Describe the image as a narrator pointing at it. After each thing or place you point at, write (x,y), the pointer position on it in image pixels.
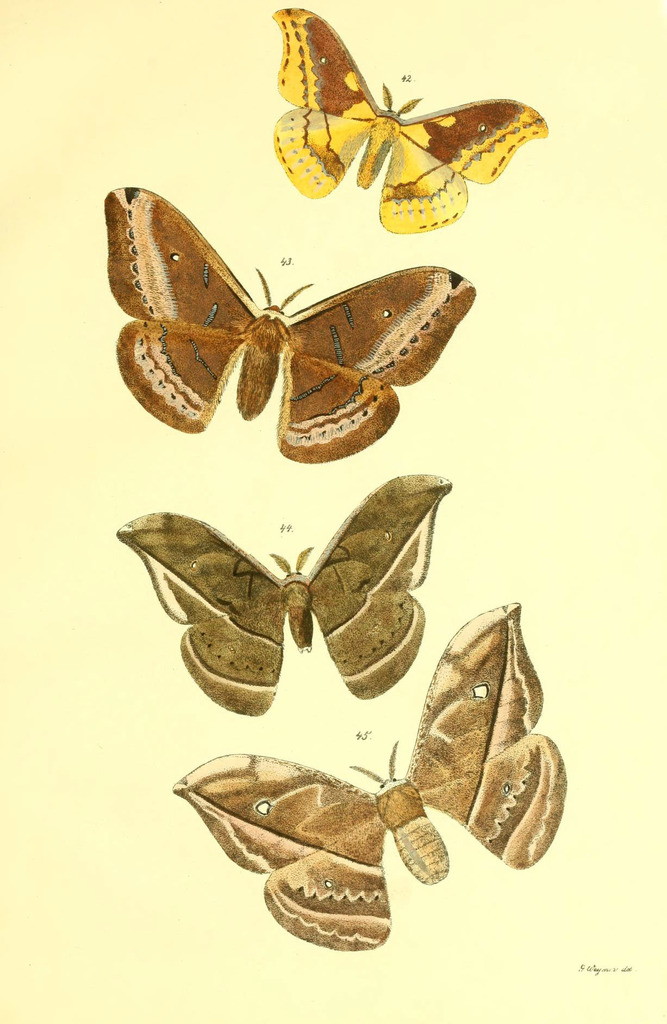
In this image I can see the painting (308,777) of butterflies (329,782) on the paper (544,562). I can see these butterflies (402,313) are in brown, yellow and cream color.
